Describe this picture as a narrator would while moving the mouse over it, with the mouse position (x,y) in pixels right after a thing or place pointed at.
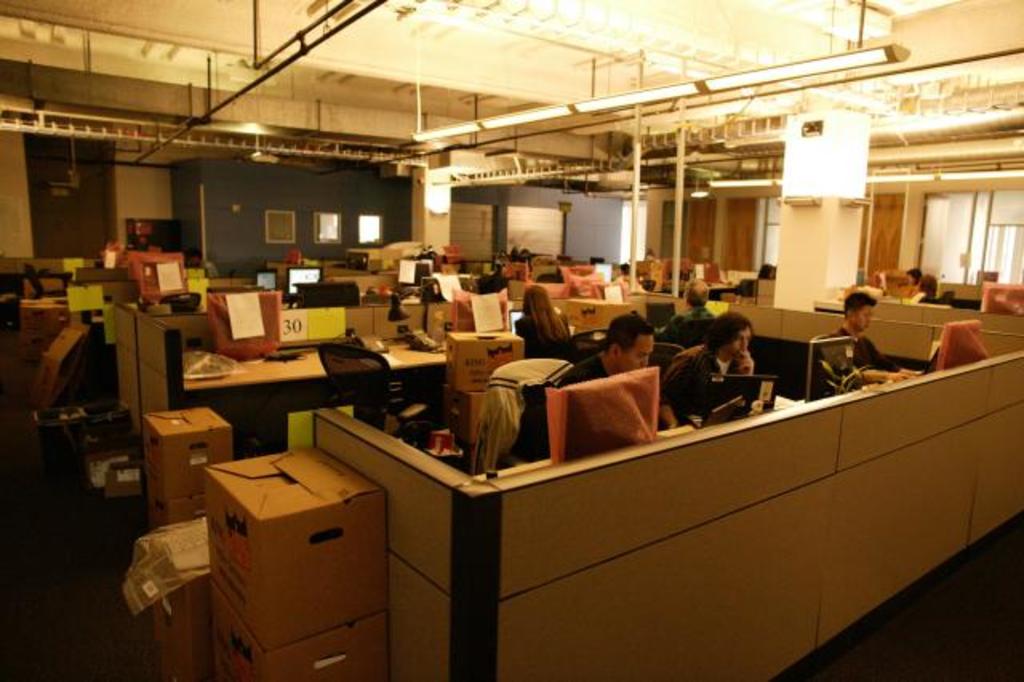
In this image, we can see some persons (681,313), cabins (815,404) and boxes (243,584). There are lights (467,126) hanging from the ceiling (627,137) which is at the top of the image (565,72). There is a pillar (816,228) on the right side of the image (838,269).
